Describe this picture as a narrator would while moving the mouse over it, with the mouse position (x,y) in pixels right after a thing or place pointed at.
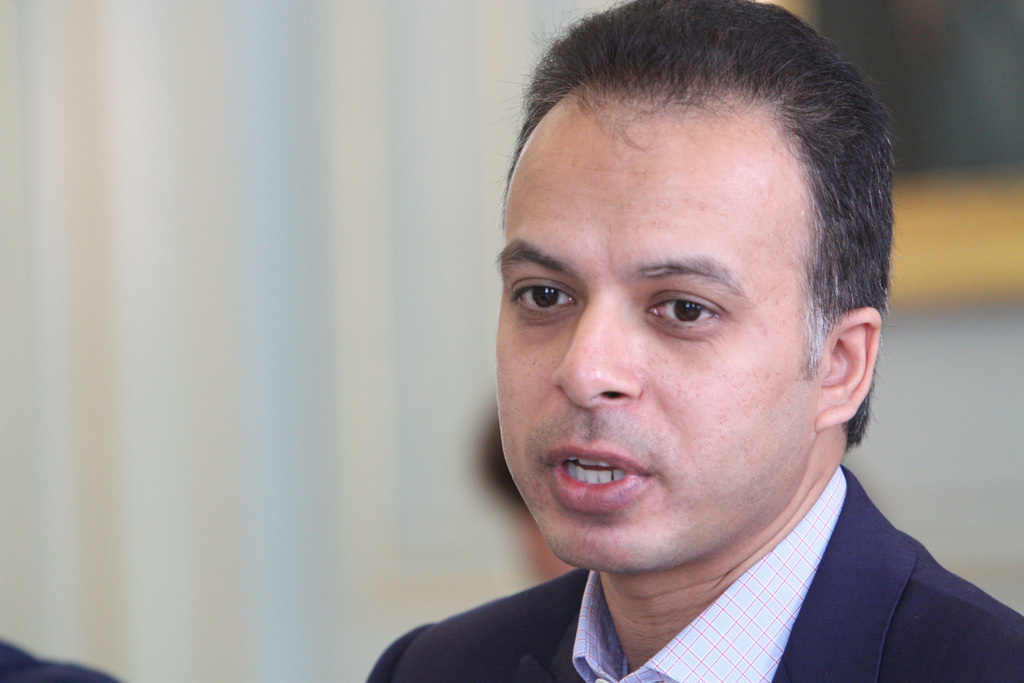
There is a man (543,496) wearing a navy blue coat (807,646). In the background (295,286) it is blurred.
